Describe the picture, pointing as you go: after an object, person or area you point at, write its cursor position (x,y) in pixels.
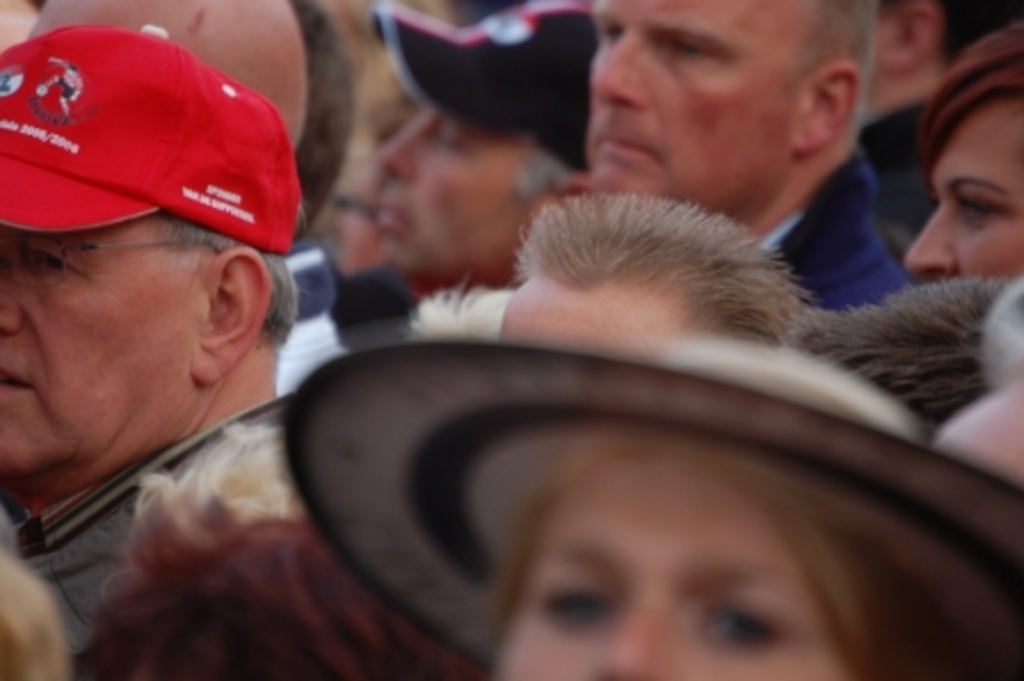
In this picture we can see group of people (777,380).
